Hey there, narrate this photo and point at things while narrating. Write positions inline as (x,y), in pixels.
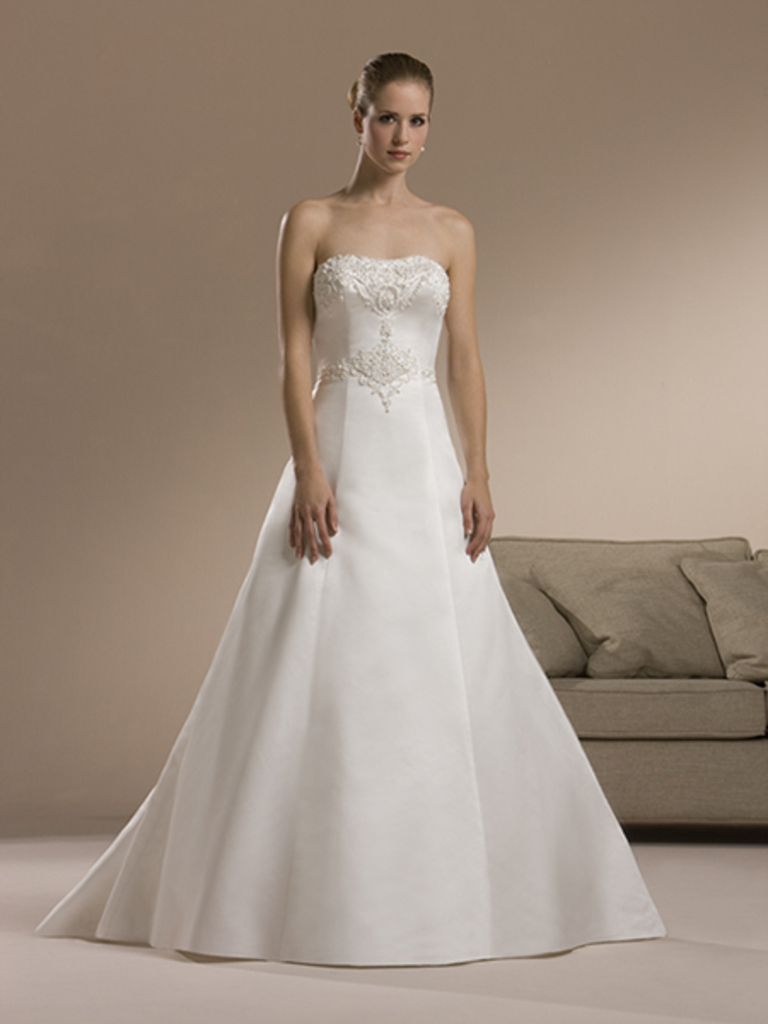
This image is clicked inside the room (666,388). There is a woman (304,871) standing and wearing a white color dress (553,914). In the background (568,553) there is a sofa (634,598).
